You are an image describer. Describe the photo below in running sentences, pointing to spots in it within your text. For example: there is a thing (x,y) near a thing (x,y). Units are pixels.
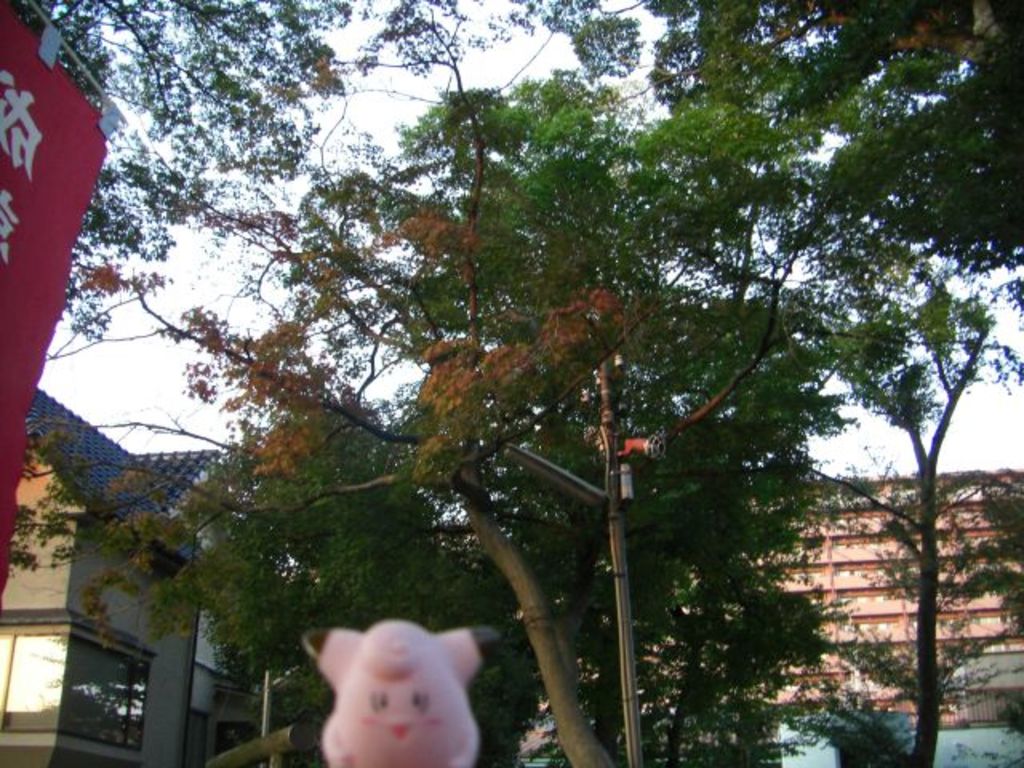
In this image I can see a pink colour toy (354,683) in the front (333,636). In the background (272,748) I can see few poles (617,479), a light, number of trees (686,498), few buildings (964,735) and the sky (215,246). On the left side of this image (11,42) I can see a red colour thing (17,61) and on it I can see something is written.
